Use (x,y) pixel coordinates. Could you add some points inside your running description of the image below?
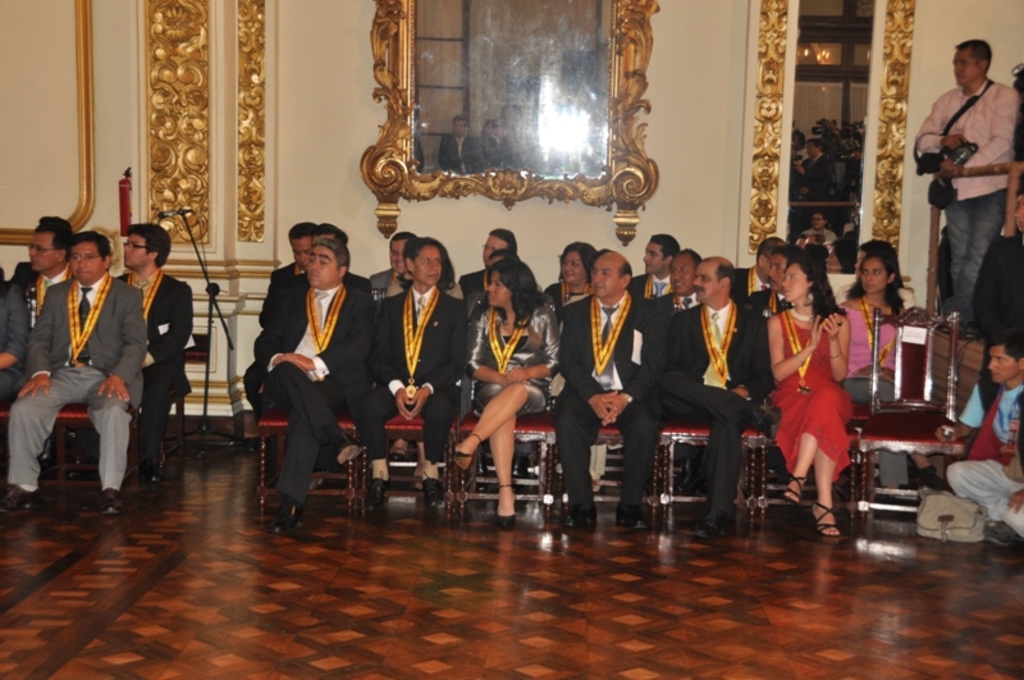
In the middle of the picture (403,232) we can see people (297,369), chairs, stand (214,297), mic (168,214), cable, bag (959,520) and other objects (705,320). In the background (592,91) we can see mirrors (528,68) and wall (672,131). On the right (976,131) we can see a person (962,138) holding camera (960,153).
